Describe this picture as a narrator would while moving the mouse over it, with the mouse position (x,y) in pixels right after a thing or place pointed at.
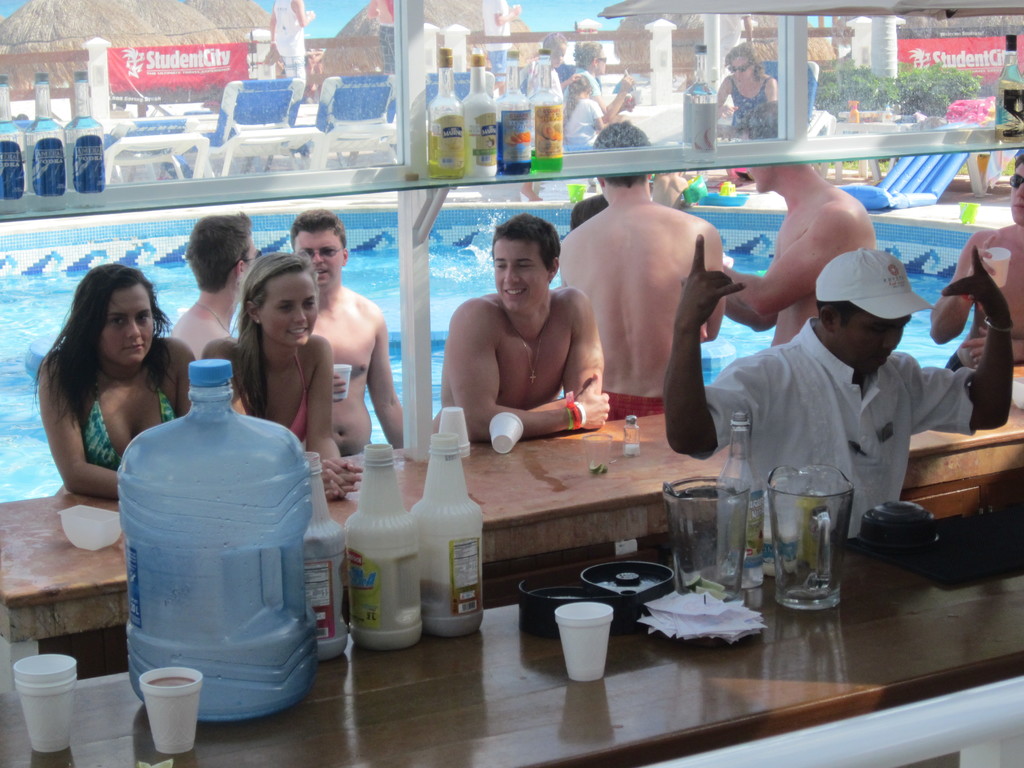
In this image we can see many people (826,236) are in the swimming pool (6,380). Here we can see cups (571,612), a water can (246,610), bottles (315,583) and jars (727,511) on the table (770,643). In the background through glasses (758,73) we can see huts (126,44) and chairs (246,113).
